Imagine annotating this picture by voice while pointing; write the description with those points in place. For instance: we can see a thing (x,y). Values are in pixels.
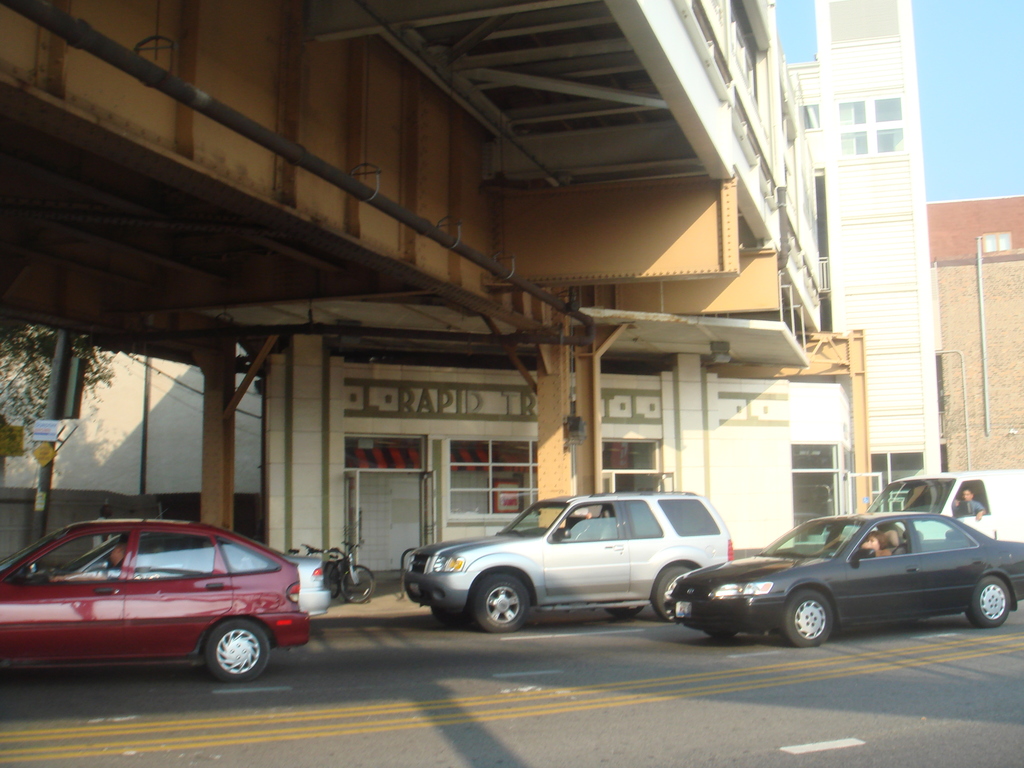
In this image we can see some cars (880,581) on the road (690,635). We can also see some people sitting inside the cars (837,606). On the backside (367,591) we can see a bicycle (336,578) placed on the footpath (345,607). We can also see a bridge (617,299) with some poles (479,255) and pillars (701,361), the sign boards (38,438) to a pole (64,375), a tree (47,370), some buildings (920,228) with windows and the sky (982,171) which looks clear.
